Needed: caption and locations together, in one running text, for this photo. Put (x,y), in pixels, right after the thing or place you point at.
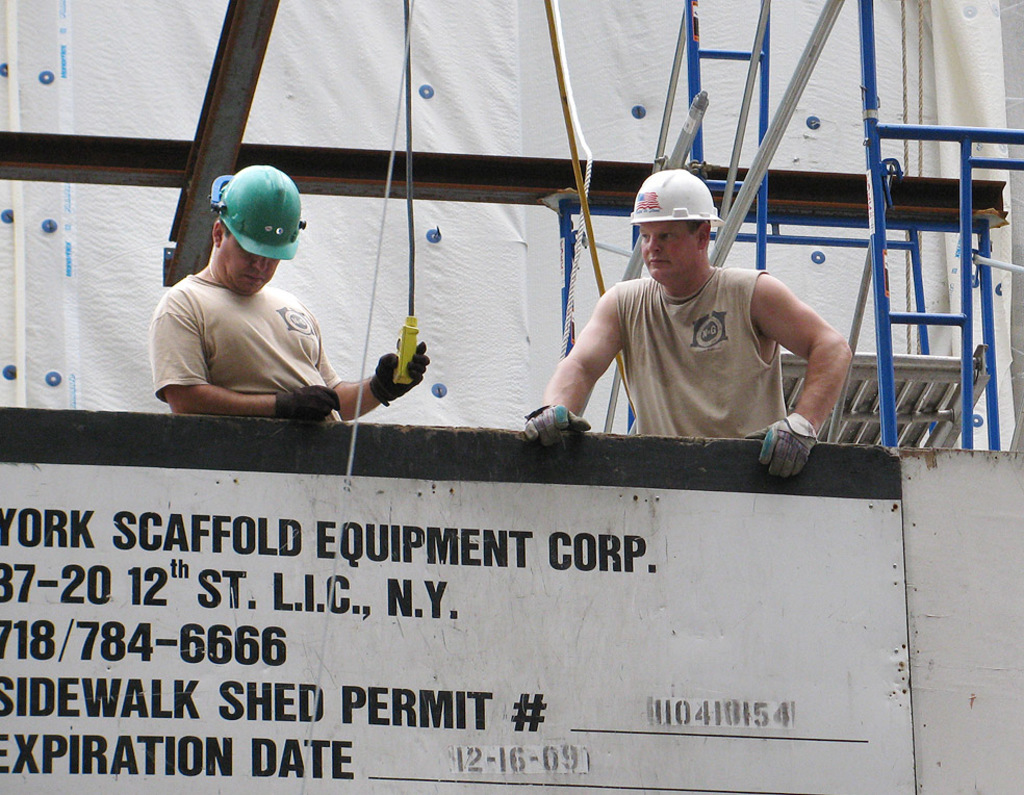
Two men (749,313) are standing, here there is advertisement board (396,667), where there is rope (592,166).
